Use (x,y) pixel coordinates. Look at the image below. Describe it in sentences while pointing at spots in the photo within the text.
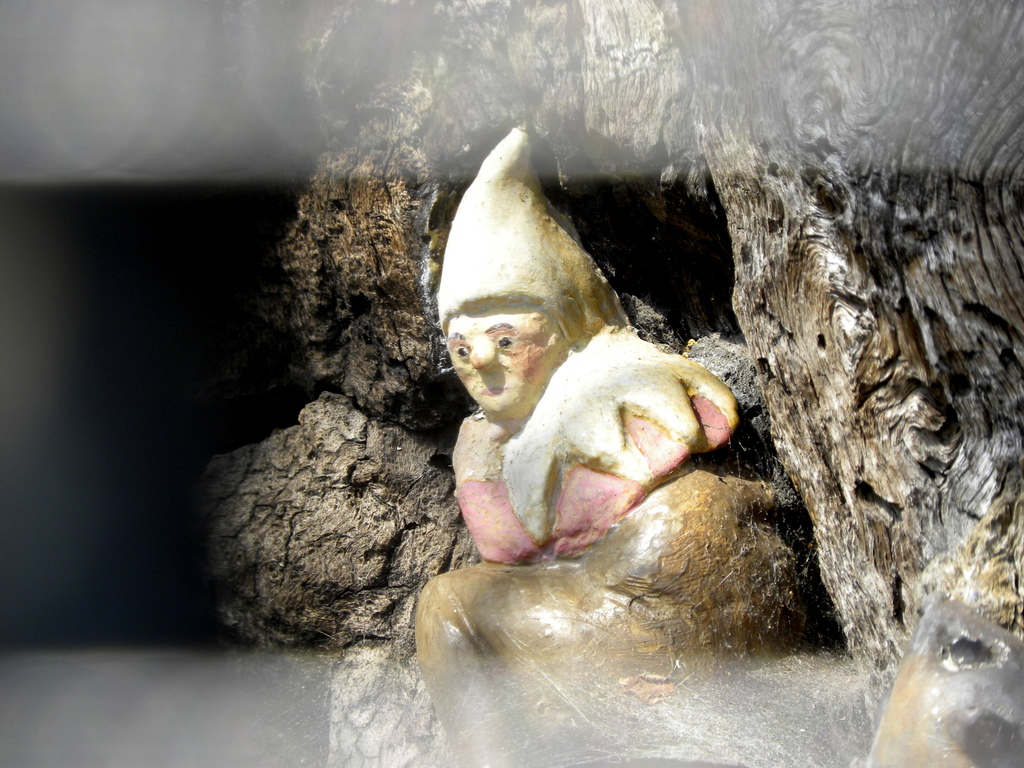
In this picture there is a statue (605,620) in the center of the image (574,414), on a rock (738,231).
